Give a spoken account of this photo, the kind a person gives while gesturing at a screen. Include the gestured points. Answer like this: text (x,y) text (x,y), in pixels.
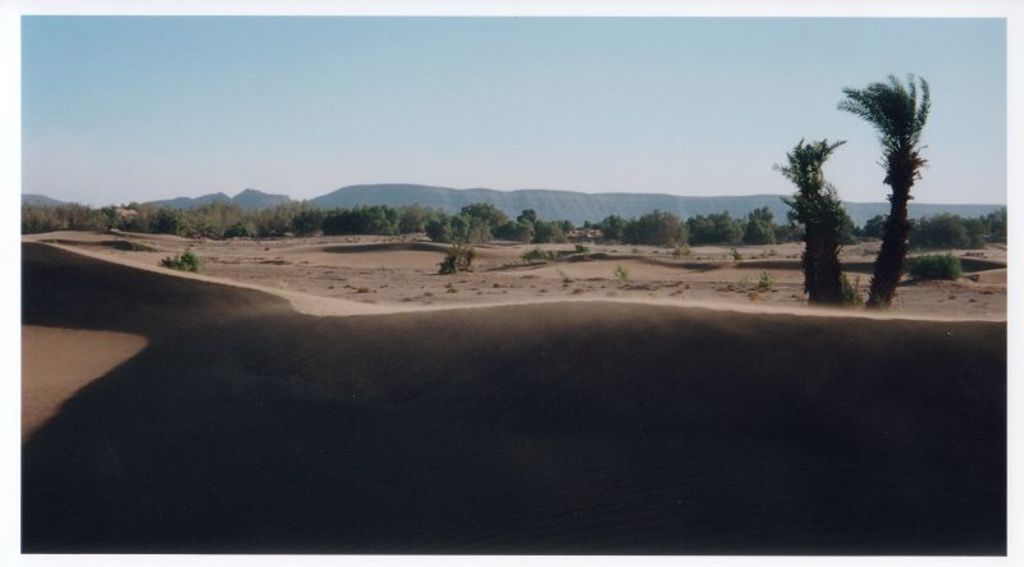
There is sand (547,335) and there are trees (489,232) and mountains (553,194) in the background (453,199).
